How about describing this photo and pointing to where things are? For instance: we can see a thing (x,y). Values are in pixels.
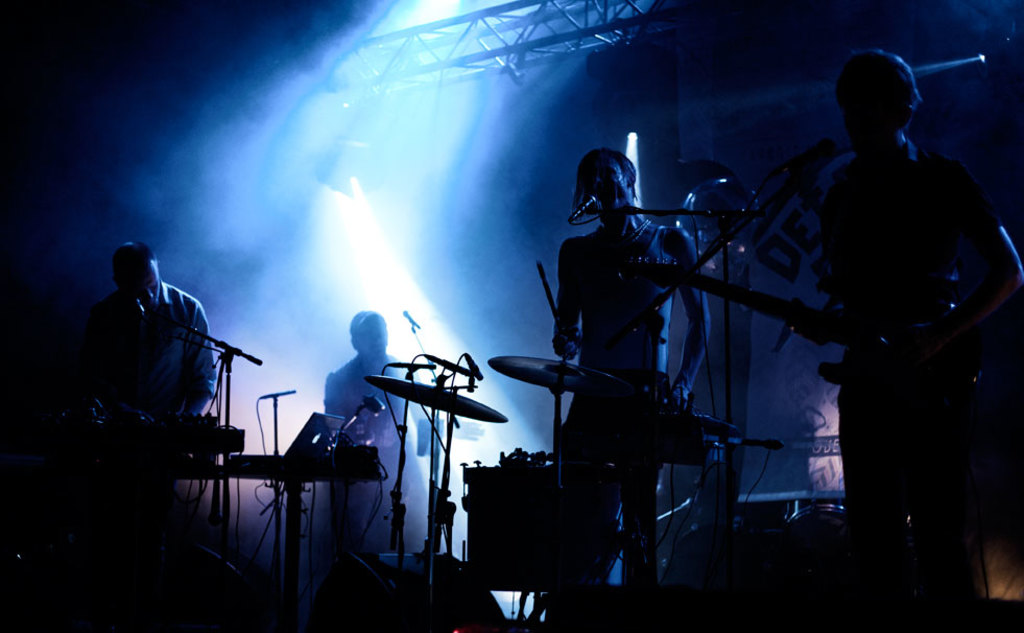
In this image, there are four persons (187,319) standing in front of the mic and playing some musical instruments (394,378). These persons (880,289) are wearing clothes (201,360). There is a laptop (305,445) on the table (259,455).
